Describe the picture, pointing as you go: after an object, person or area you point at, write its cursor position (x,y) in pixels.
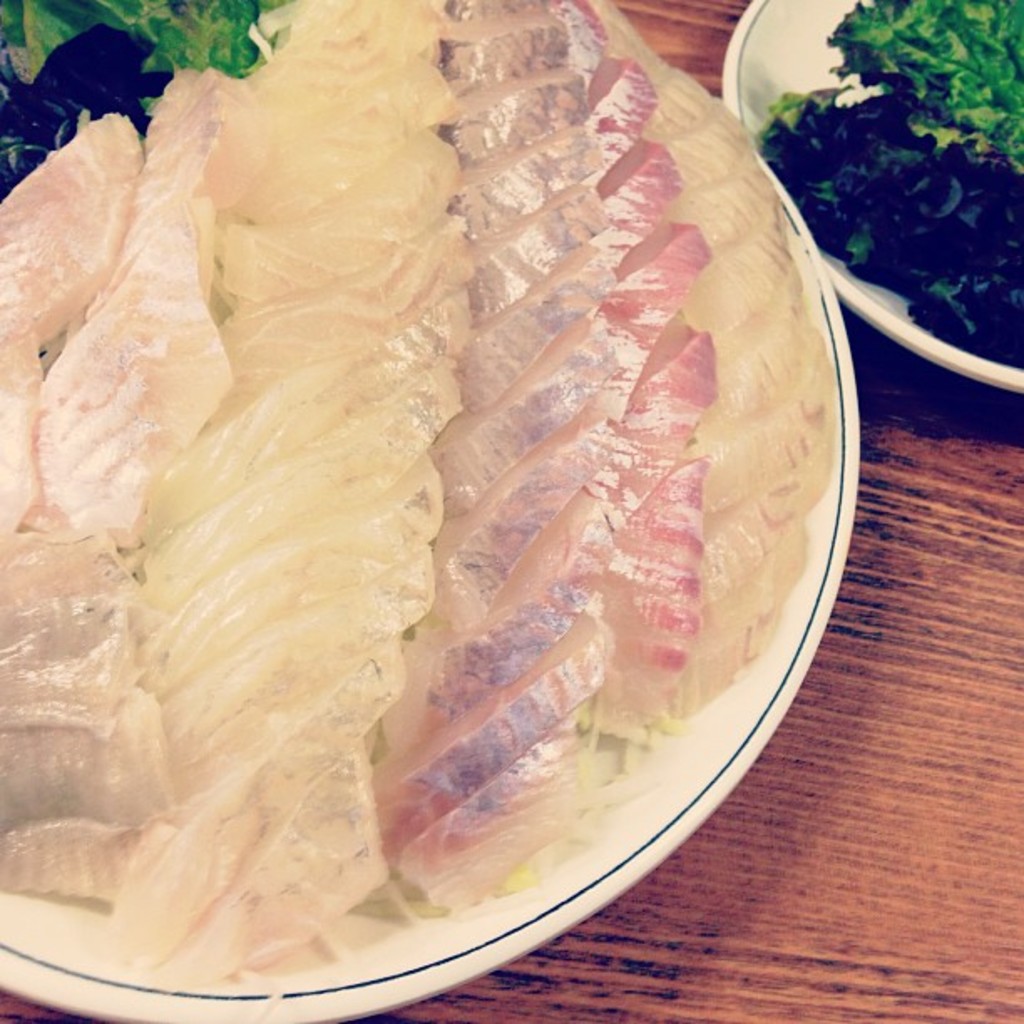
In this image I can see white colour plates (671,766) and in these plates (758,1) I can see different types of food (504,306). I can see colour of this food (372,272) is cream and green.
